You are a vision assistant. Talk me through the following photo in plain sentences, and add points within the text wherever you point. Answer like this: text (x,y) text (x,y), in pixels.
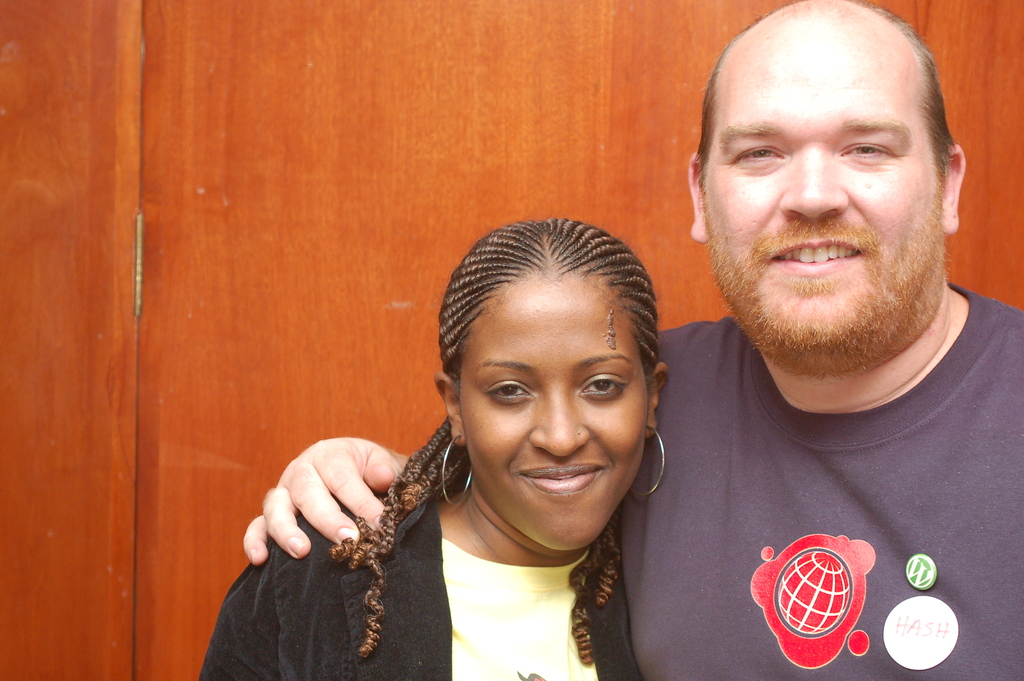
In this image I can see two persons (478,379). The person (781,526) at right (781,526) wearing purple color shirt (748,520) and the person (535,569) at left (340,639) wearing black jacket (440,637), yellow color shirt (533,624). Background (293,197) I can see a door (368,186) in brown color.
